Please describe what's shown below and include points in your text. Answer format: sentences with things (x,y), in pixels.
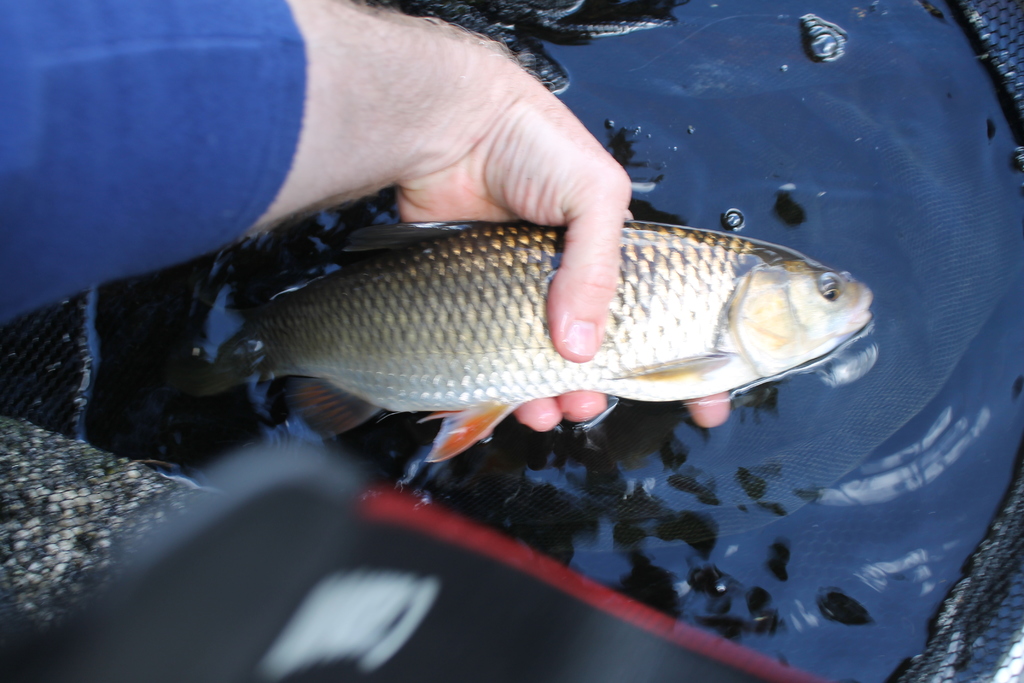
In this image we can see some person's hand (363,179) and that person (459,214) is holding the fish (646,386). We can also see the water (869,112) and also the net (55,374).
